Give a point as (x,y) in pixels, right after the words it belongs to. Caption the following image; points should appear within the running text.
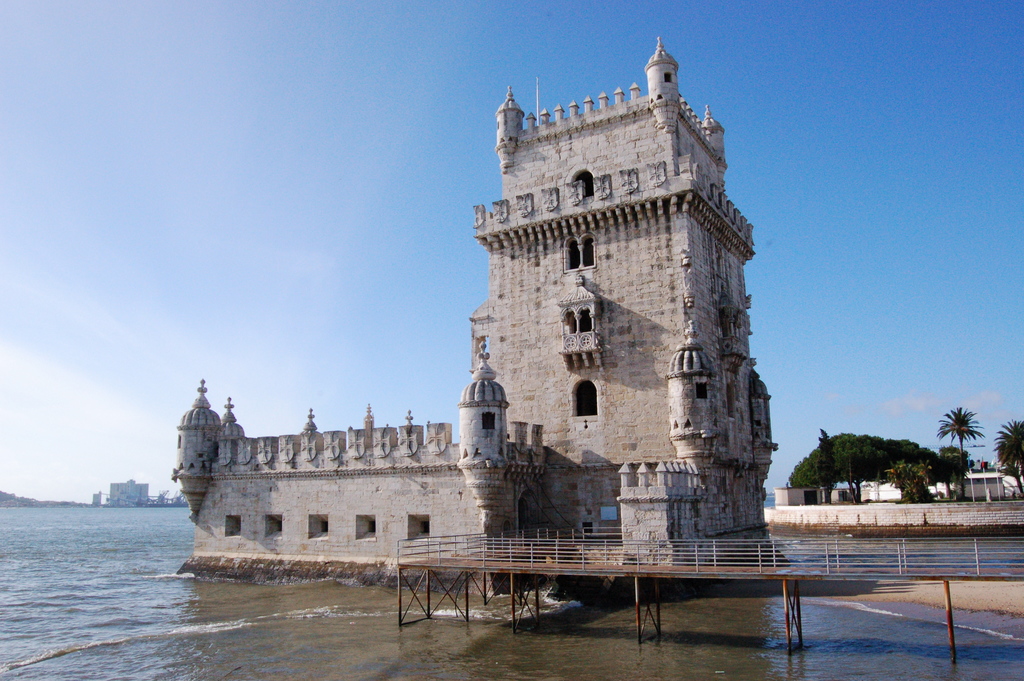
In this image I can see water (216,666), a platform (460,544), number of buildings (676,505) and few trees (810,464) on the right side (694,455). In the background (358,205) I can see clouds (64,380) and the sky (742,68).
